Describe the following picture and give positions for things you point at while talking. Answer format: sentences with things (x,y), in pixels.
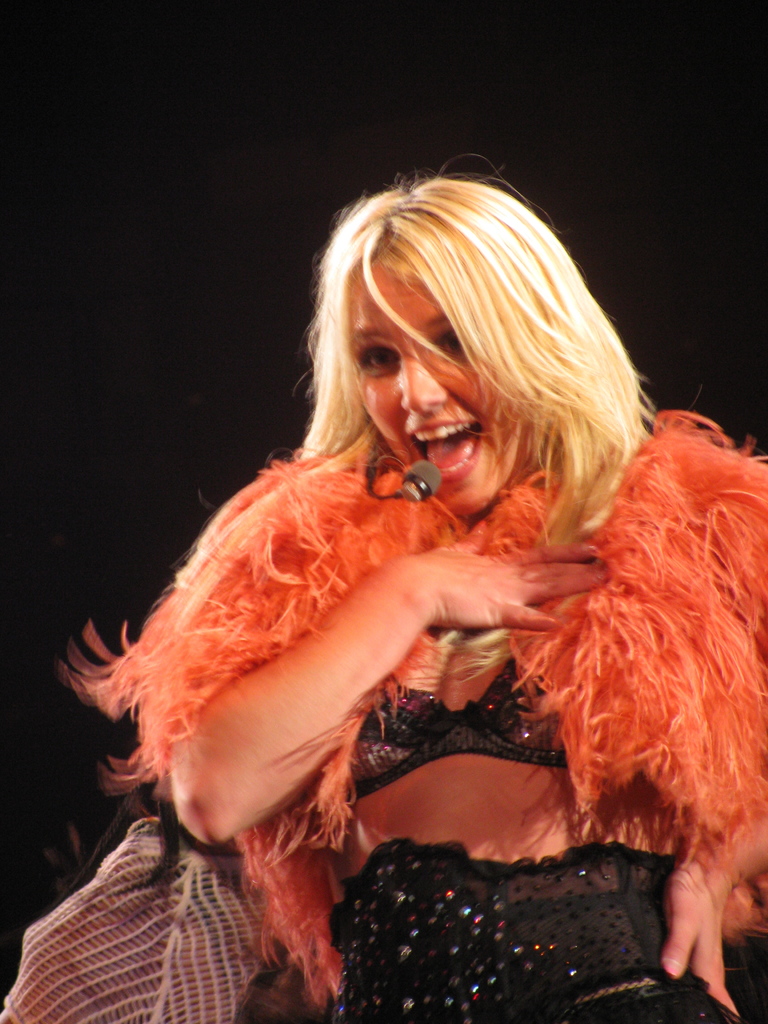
In this picture I can see a woman (459,583) singing with the help of a microphone (387,498) and I can see a dark background (120,300).
